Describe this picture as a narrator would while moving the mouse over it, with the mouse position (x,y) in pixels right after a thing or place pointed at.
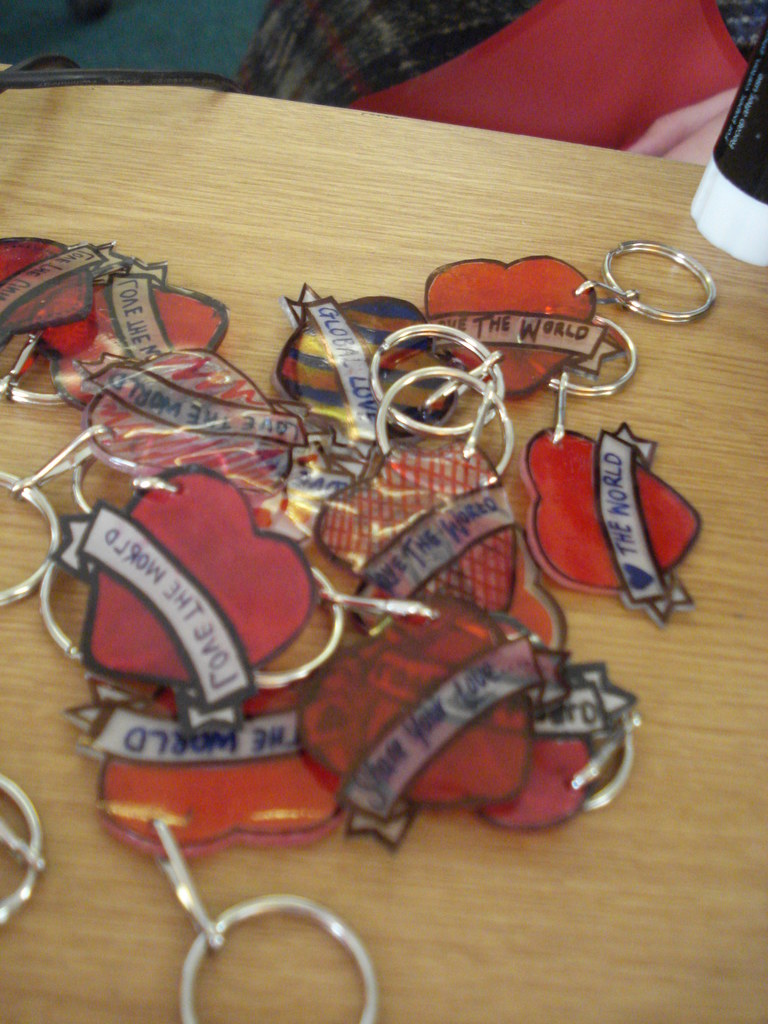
In the image on the wooden surface (391,977) there are key chains (234,556) which are in love shape and also there is text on it. In the top right corner of the image (748,148) there is an object (728,218).
